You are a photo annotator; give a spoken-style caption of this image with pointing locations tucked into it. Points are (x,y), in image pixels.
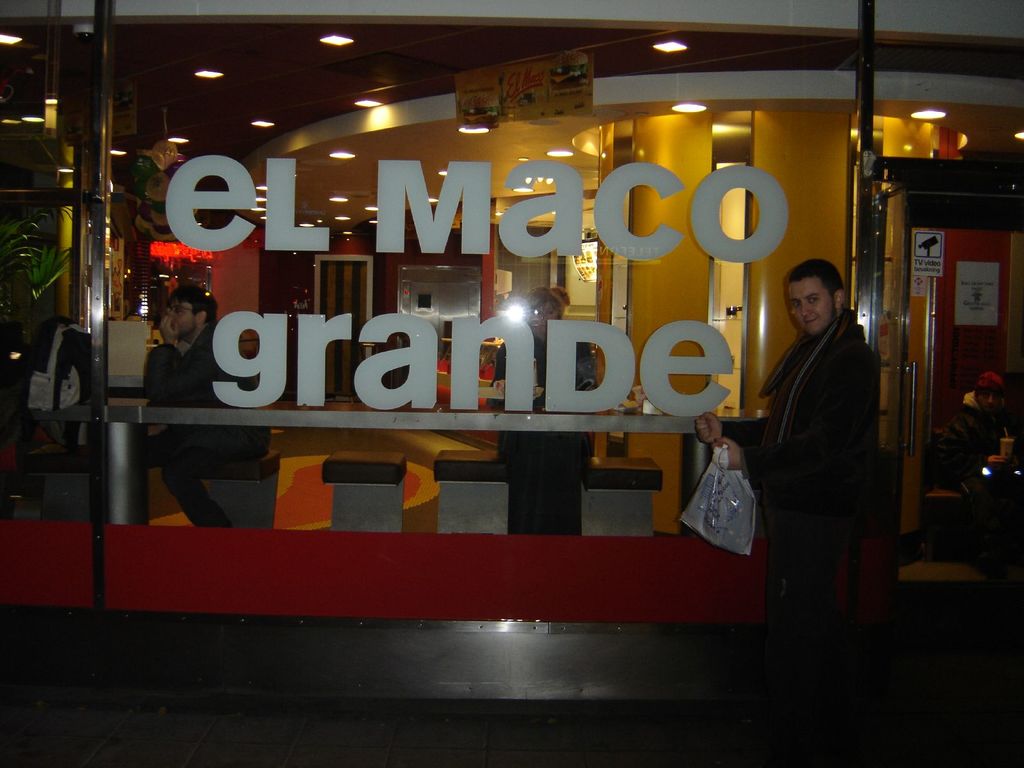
In this picture there is a person (784,427) standing and holding a cover (747,506) and we can see text (427,356) on the glass (688,283), through this glass (847,271) we can see people (1013,461), chairs (600,477), lights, posters (929,230), bag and pillars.
